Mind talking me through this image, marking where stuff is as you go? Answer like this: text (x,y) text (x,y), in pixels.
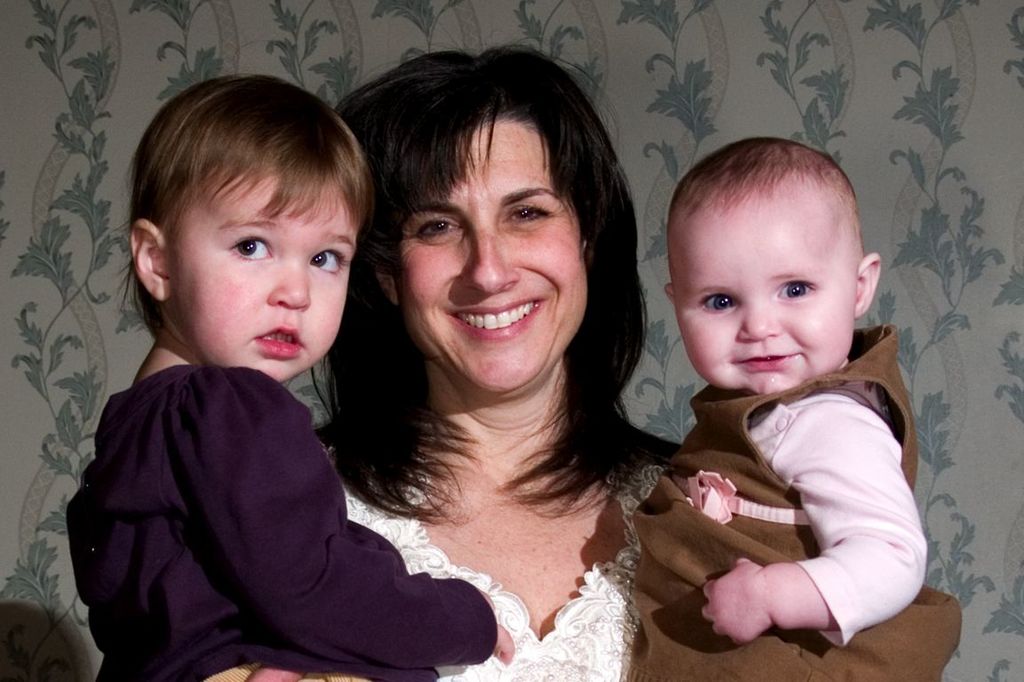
This is the woman (533,578) standing and smiling. She is holding two kids (787,556) in her hands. In the background (745,114), that looks like a wall (96,108) with the design (308,40) on it.
